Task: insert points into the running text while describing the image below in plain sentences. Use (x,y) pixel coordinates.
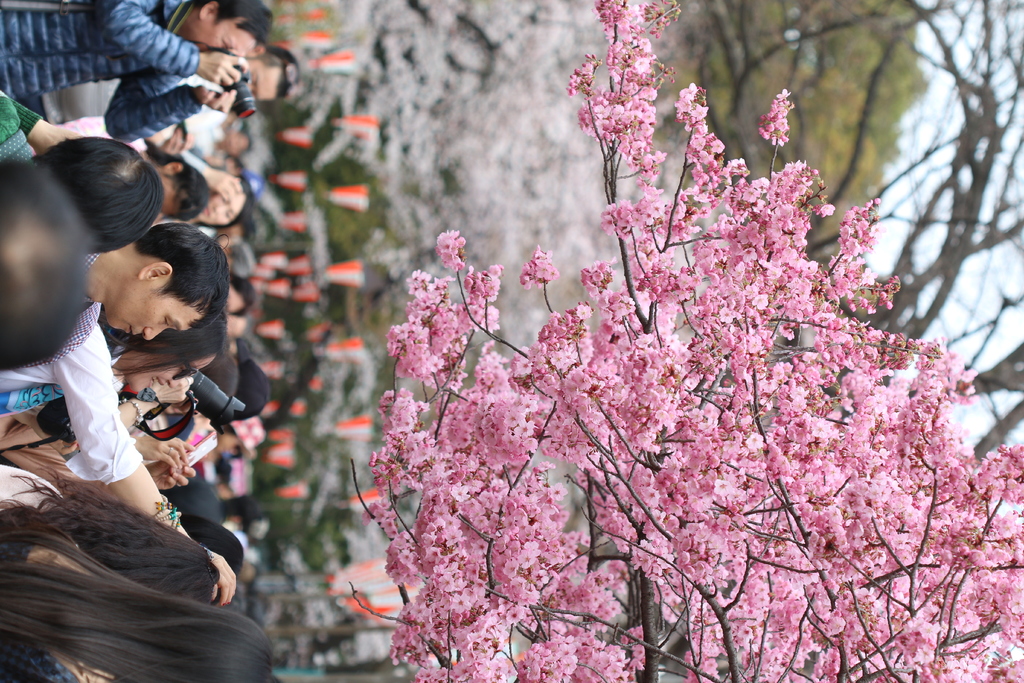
On the right side of the image (781,449) we can see blossoms (816,412). On the left (71,146) there is crowd (173,611) and we can see people (182,381) holding cameras (210,396).
